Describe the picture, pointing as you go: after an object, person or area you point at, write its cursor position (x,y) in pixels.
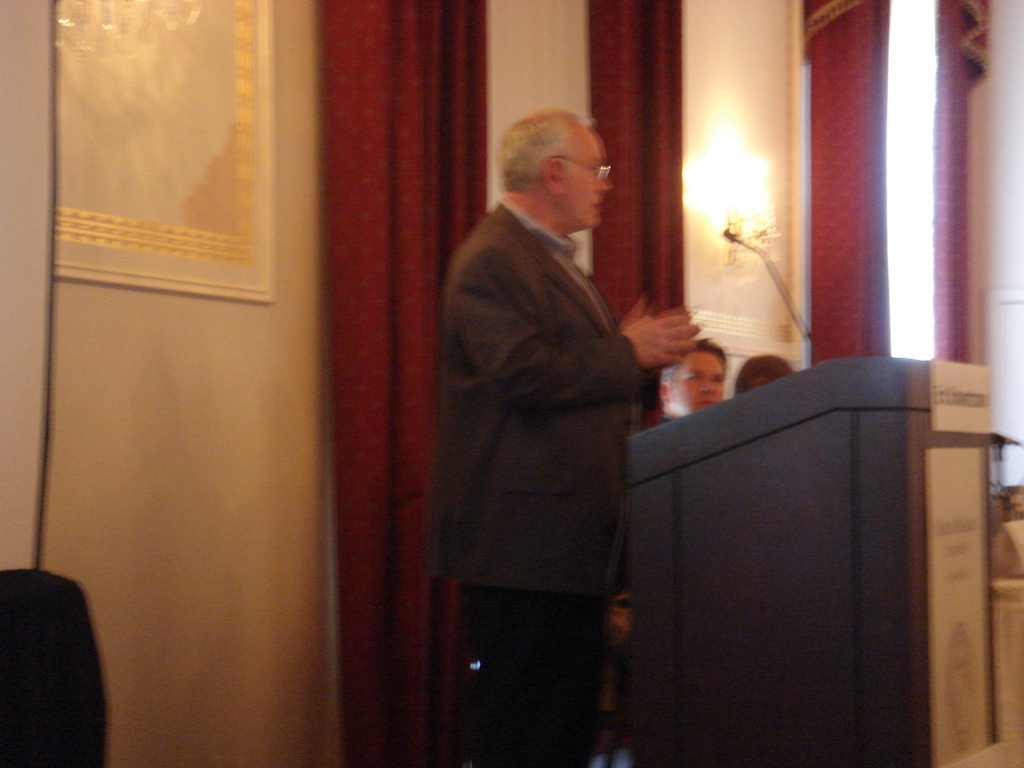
In this picture, we can see a few people (574,484), podium (726,573), microphones (1010,440), and we can see the wall (1012,464) with some objects (368,160) attached like curtains (679,272), lights (732,215), and frames (151,256), we can see some object (80,631) in the bottom left side of the picture (79,648).
